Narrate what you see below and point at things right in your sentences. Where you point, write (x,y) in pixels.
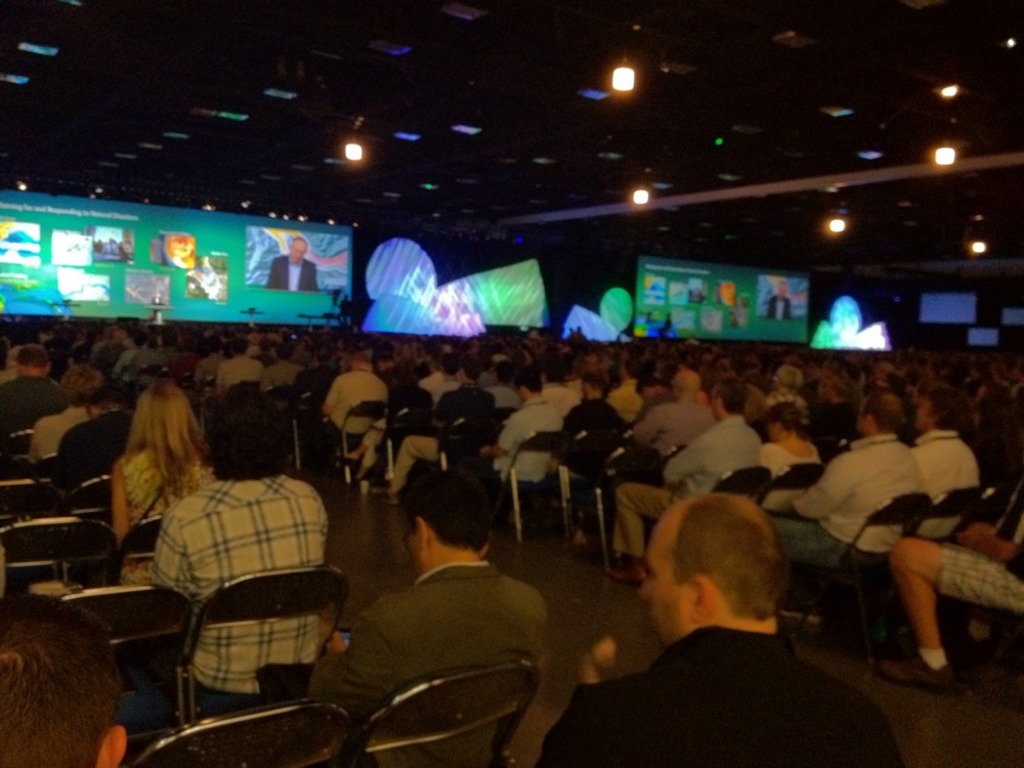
In this image we can see some persons (194,573), chairs (28,535) and other objects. In the background of the image (2,258) there are screens (505,288), wall (842,281) and other objects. At the top of the image (592,142) there is the ceiling (443,75) and lights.
